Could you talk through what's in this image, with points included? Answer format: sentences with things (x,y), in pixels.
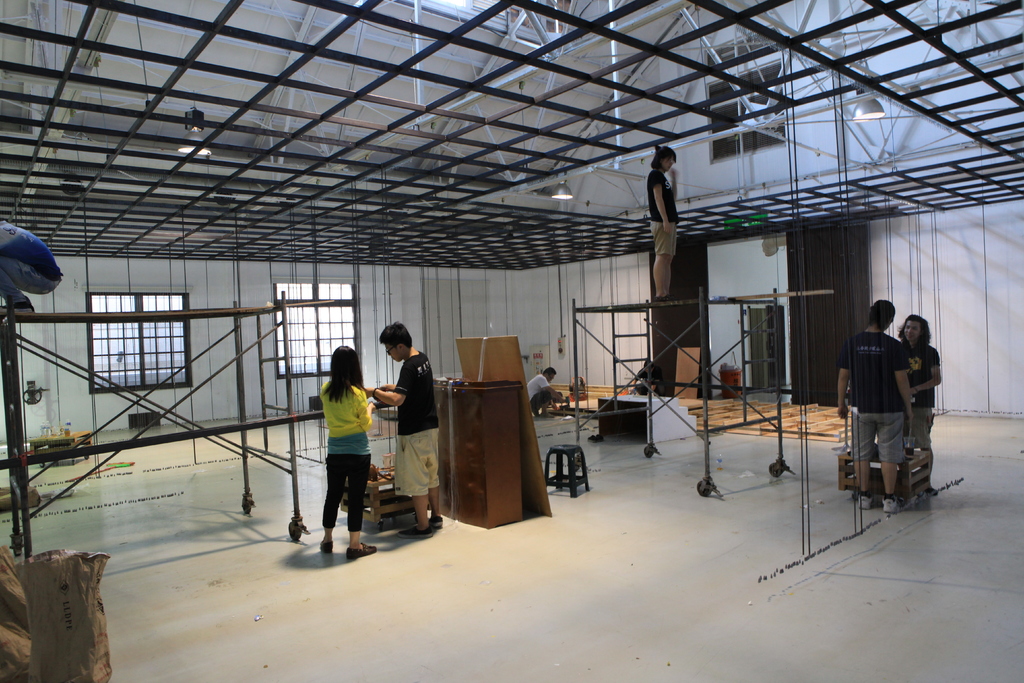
This is the picture of a place where we have some people (885,350) and around there are some windows (276,365), grills (569,239) and there are some lights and poles (678,79) to the roof (652,74).
